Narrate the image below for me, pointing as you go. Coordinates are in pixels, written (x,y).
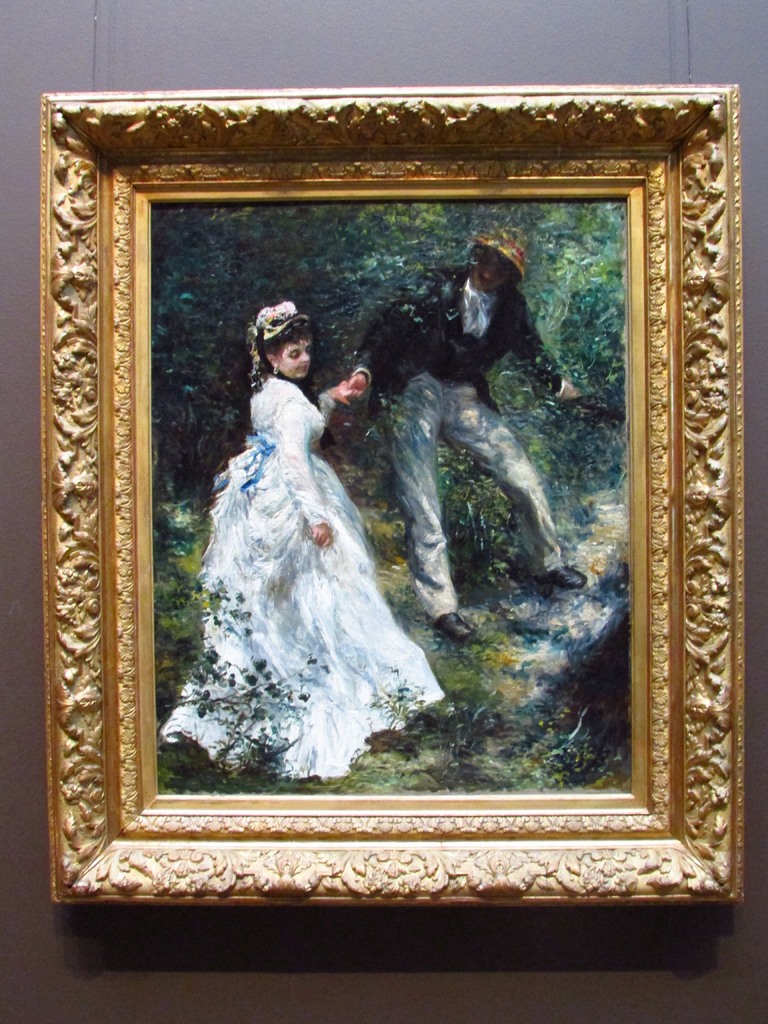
In this image we can see frame (83,143) on the wall (190,921). On the frame (325,891) there is a painting (374,437) of a man (517,319) and woman (315,518). In the background (581,211) it is green.
